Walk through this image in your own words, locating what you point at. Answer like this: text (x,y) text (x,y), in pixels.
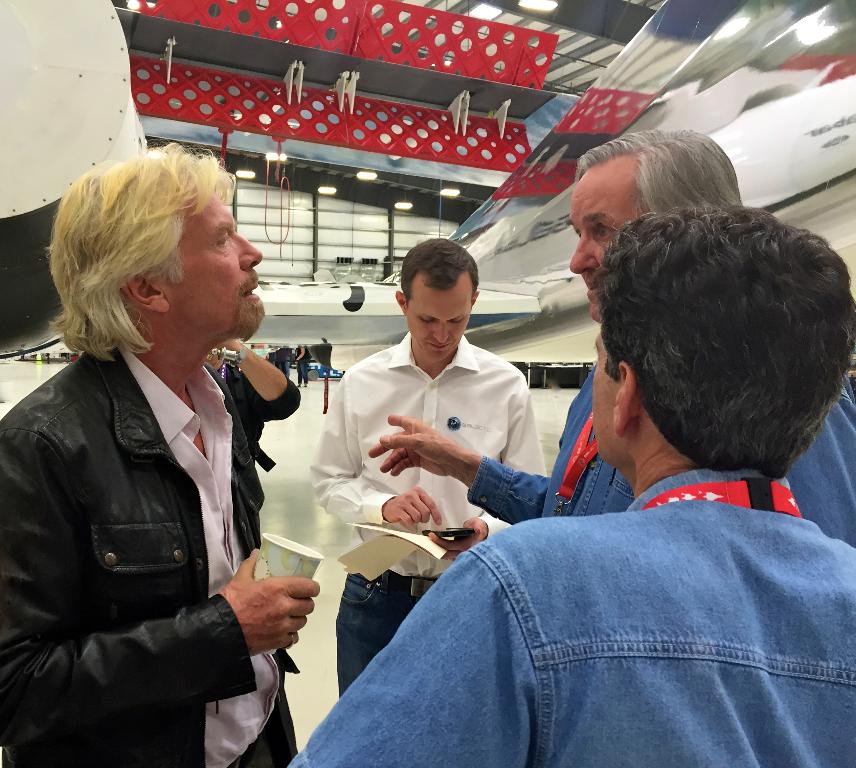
In this image I can see five persons (401,433) are standing on the floor (329,548). In the background (240,113) I can see a wall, rooftop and some objects (805,175). This image is taken may be in a hall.
